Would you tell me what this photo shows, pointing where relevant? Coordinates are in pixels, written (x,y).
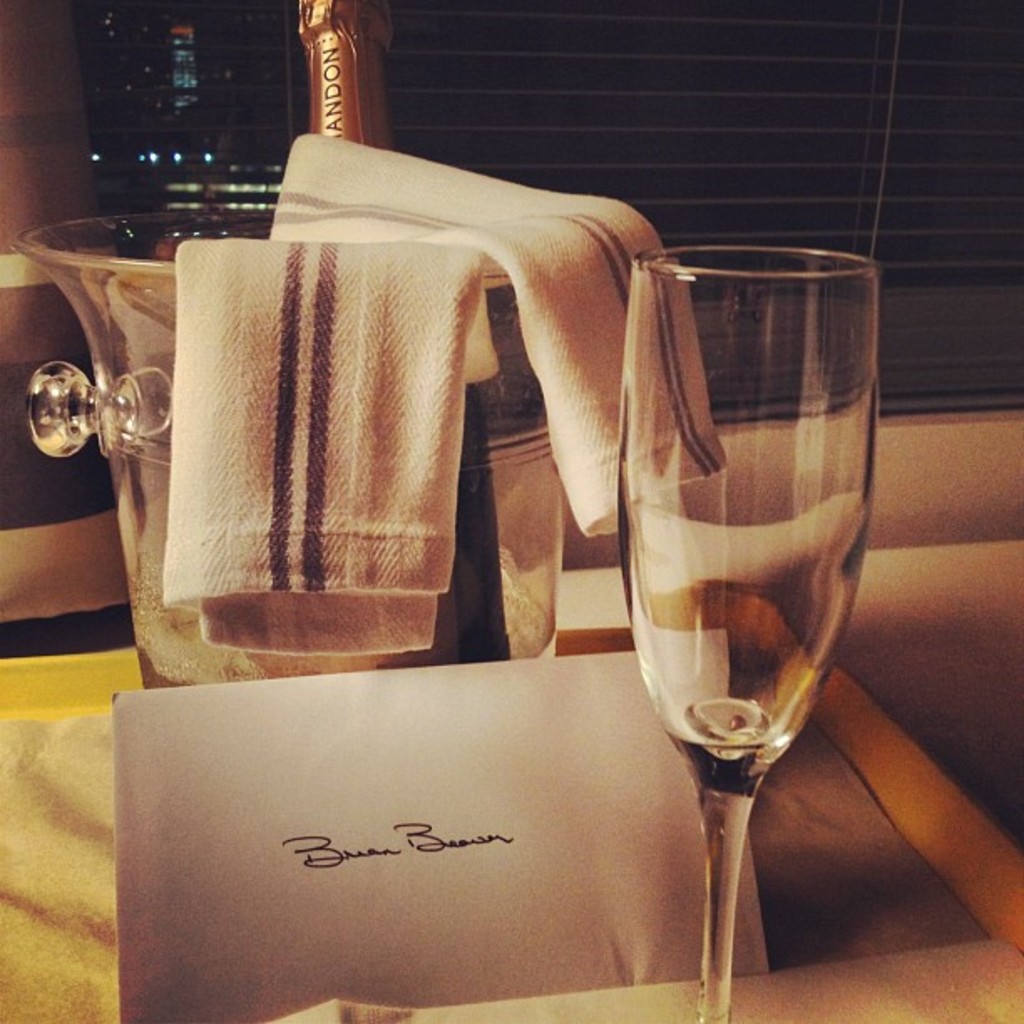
In the image there is a wine glass (769,563) and wine bottle (360,53) in a glass bucket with a cloth (394,479) above it and a card (374,681) in front of it on a table (970,957) and behind it there is wall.
